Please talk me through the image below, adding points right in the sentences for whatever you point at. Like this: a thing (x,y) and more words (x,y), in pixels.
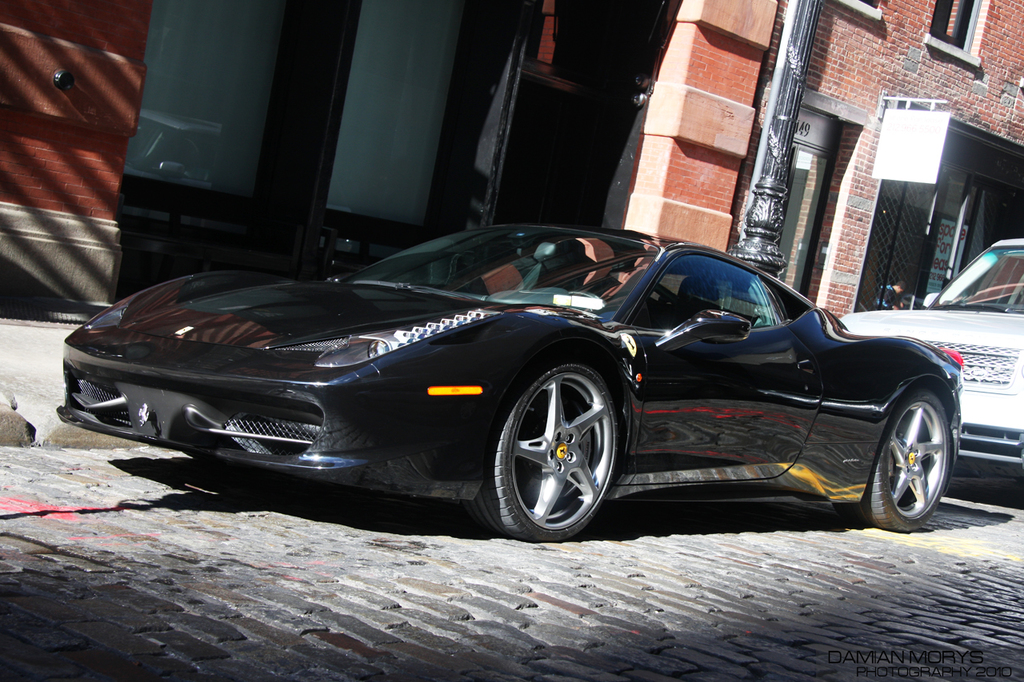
This image is taken outdoors. At the bottom of the image (140,578) there is a road (782,587). In the middle of the image (378,345) two cars (814,336) are parked on the road (701,593). In the background (414,146) there is a building (104,141) with a few walls (691,113), windows (946,41) and doors (956,225) and there is a pole (763,176).
